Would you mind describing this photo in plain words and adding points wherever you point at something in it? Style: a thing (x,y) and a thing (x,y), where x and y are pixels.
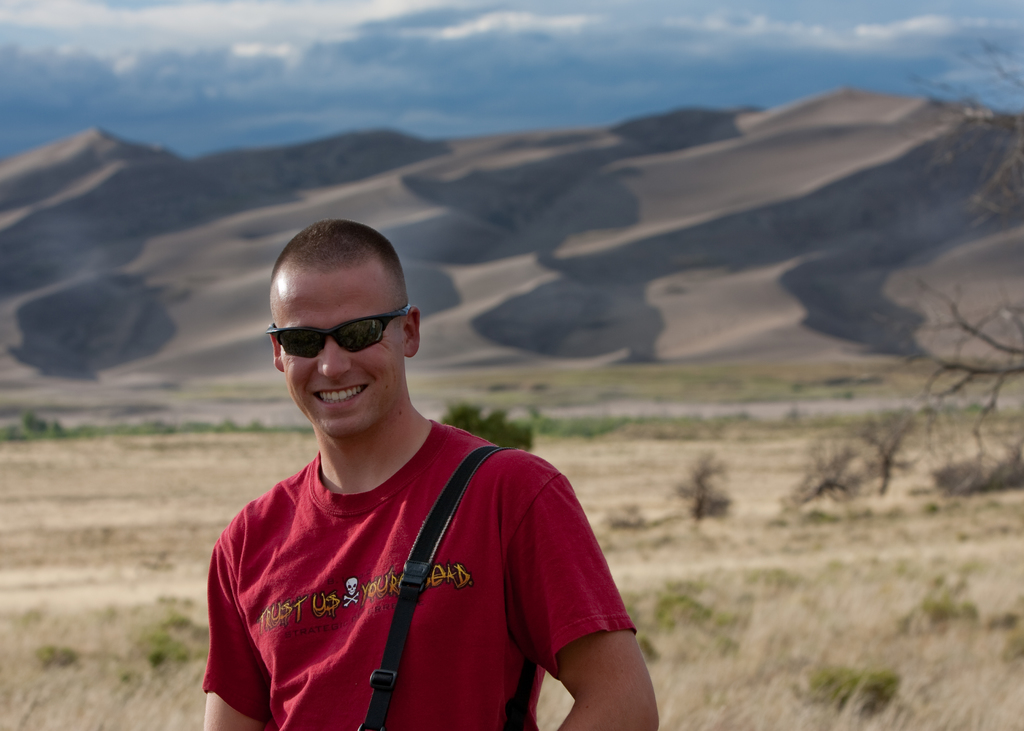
In this picture there is a man (466,510) on the left side of the image (331,345) and there is greenery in the background area of the image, there is sky (448,61) at the top side of the image (493,63).
